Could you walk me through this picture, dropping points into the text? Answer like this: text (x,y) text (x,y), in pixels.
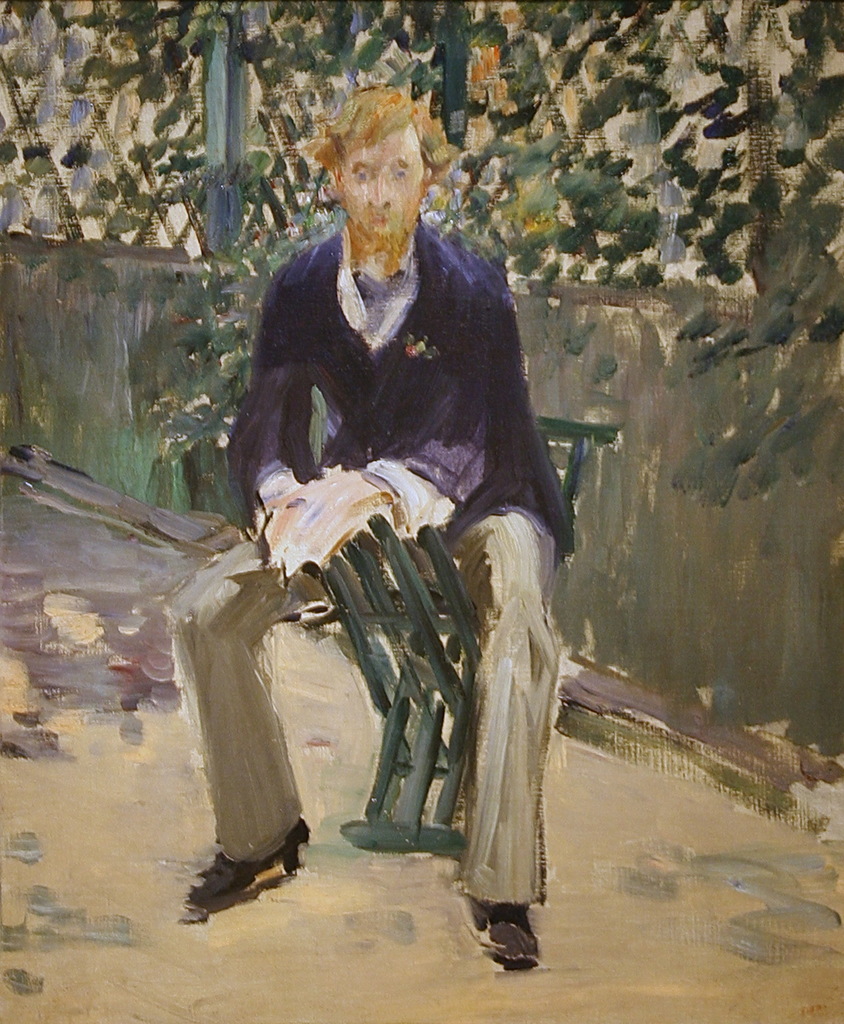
This is a painting. We can see a person (497,887) is sitting on a chair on the floor (419,923). In the background (162,258) we can see the wall (162,258) and objects (782,160).
